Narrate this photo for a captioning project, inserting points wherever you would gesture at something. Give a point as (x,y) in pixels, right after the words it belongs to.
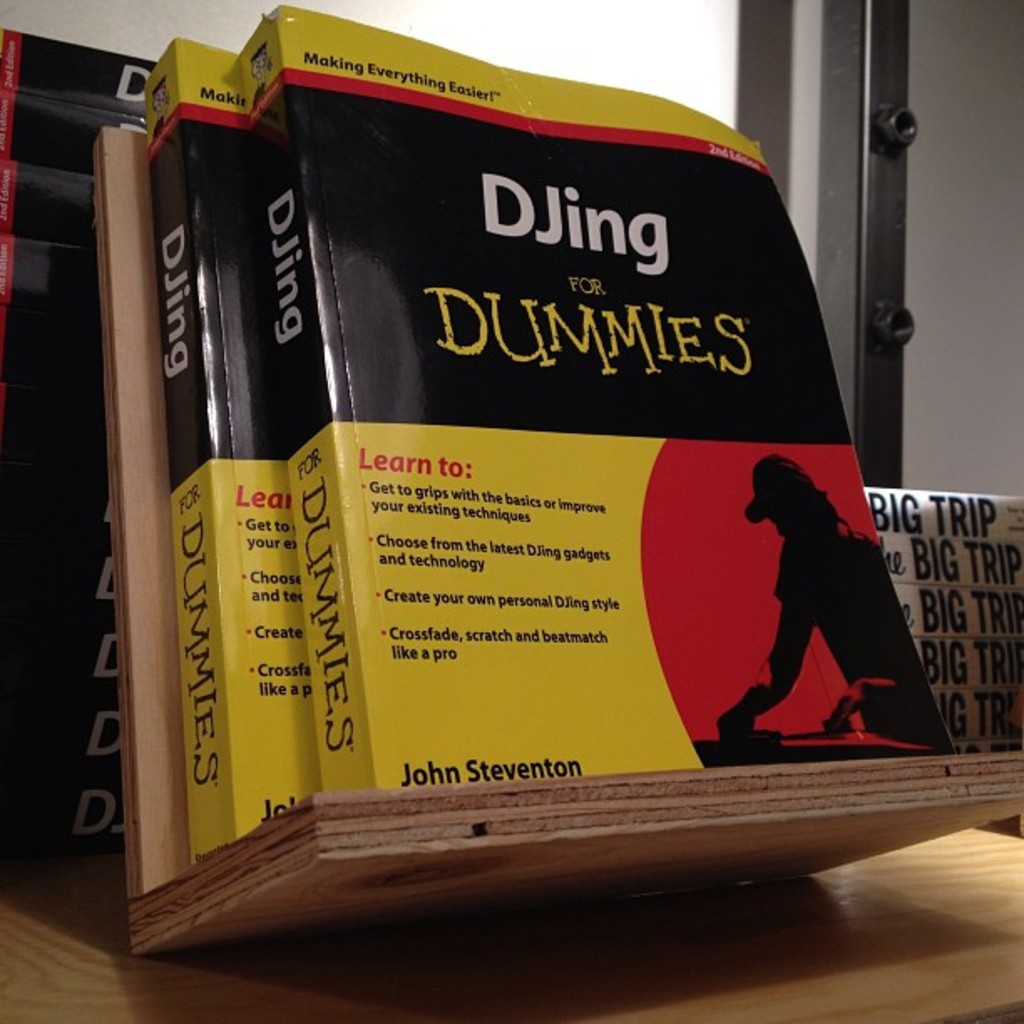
In this image I can see the table (641,975). I can see the books (448,418) with some text (613,598) written on it. In the background (996,228), I can see the wall (805,87).
